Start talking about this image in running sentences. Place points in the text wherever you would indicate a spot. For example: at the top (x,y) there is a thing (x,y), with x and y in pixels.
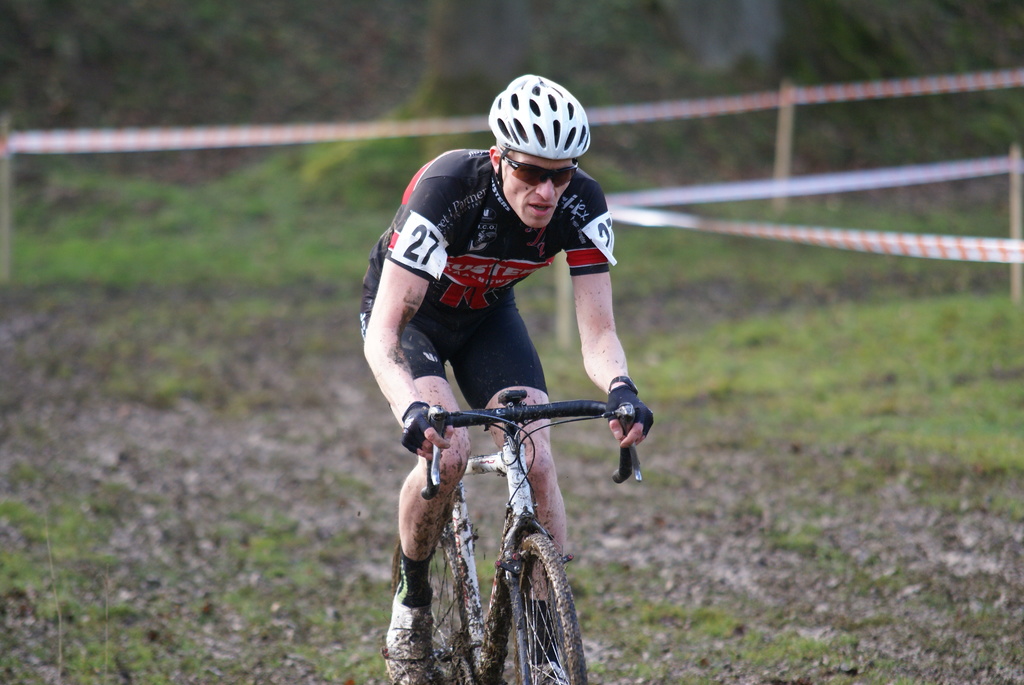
In this picture we can see a man (520,222) wearing helmet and black t-shirt (463,263) is riding a bicycle (475,627) in the mud (361,363). Behind there is a blur background (687,219).
